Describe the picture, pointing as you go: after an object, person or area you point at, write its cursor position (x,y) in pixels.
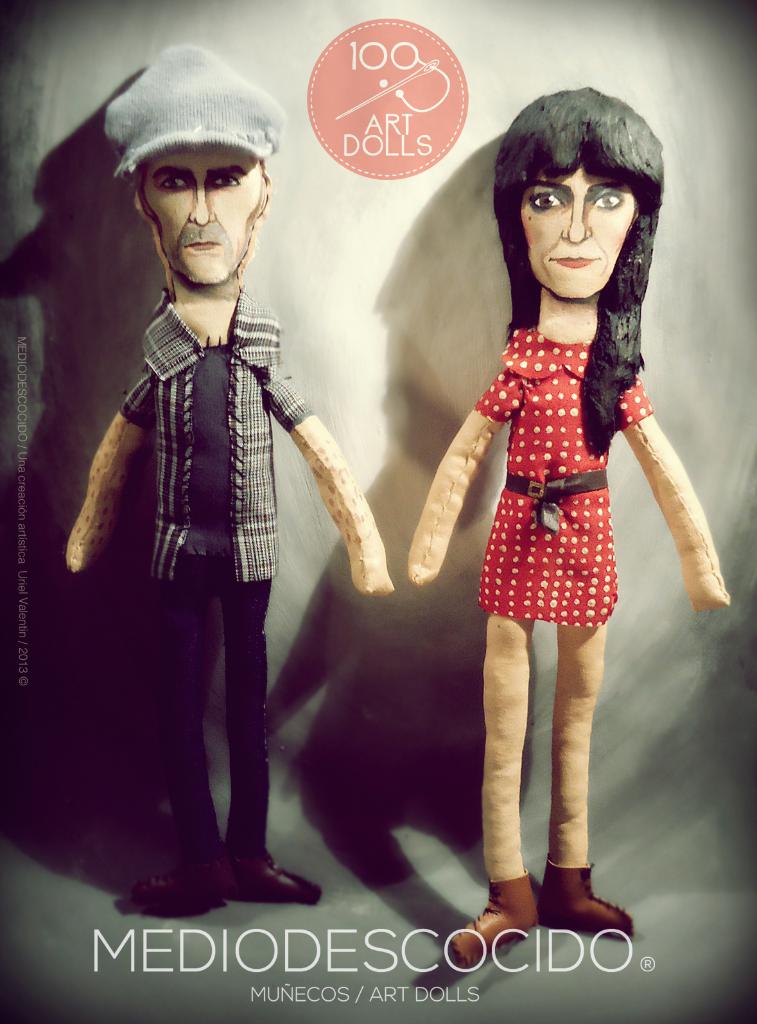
This is a fabric doll image of a man (180,66) and a woman (580,422) and we see text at the bottom of the picture (408,942) and a logo (443,90) with text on the top of the picture (458,138).
